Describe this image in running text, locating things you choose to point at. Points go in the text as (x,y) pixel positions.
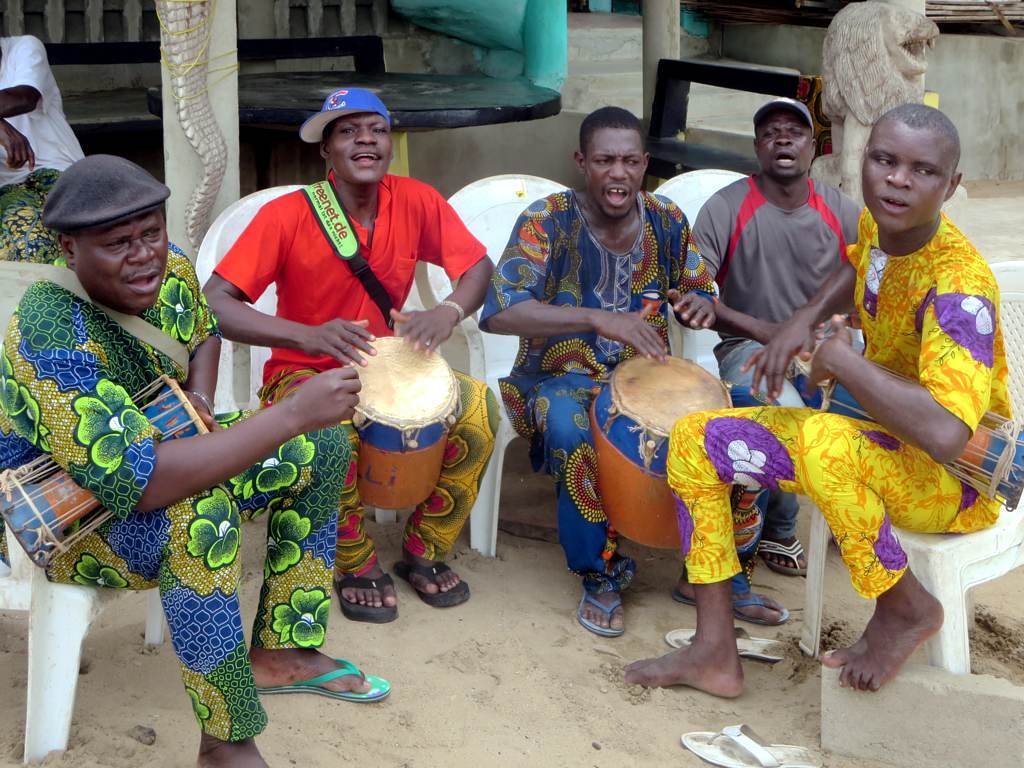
There are people (694,428) sitting on chairs (1016,411) and playing drums (402,394) and we can see sand (501,645). In the background (517,89) we can see statues (191,99), pillars (544,44), table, person (69,152) and wall (713,48).
